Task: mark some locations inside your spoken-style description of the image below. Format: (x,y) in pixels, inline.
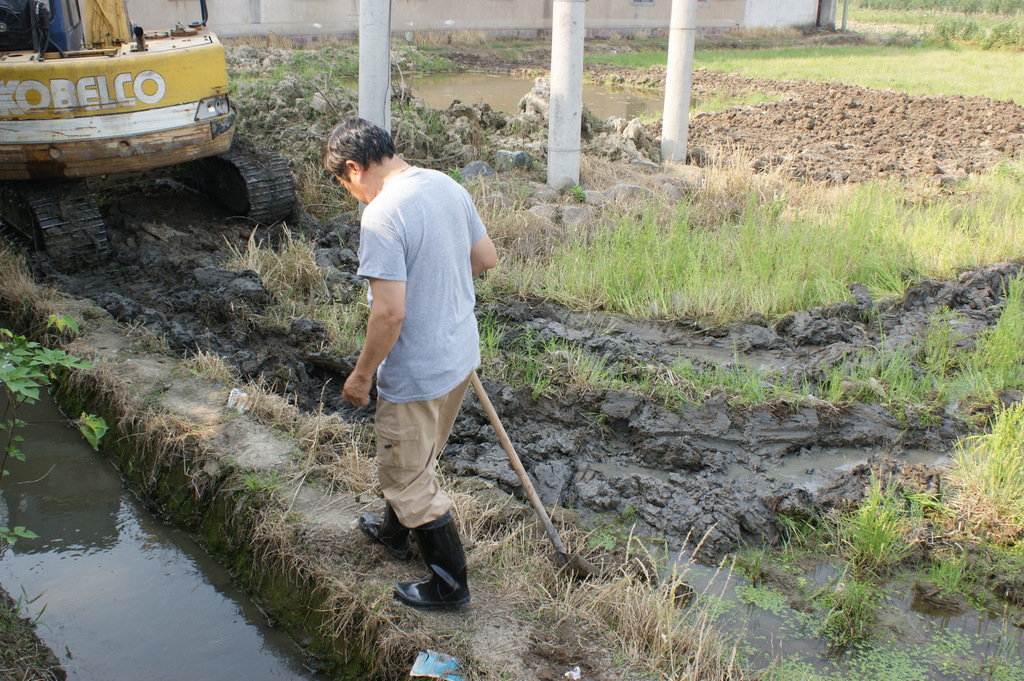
In this picture we can see a man (430,350) holding a stick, wearing black boots (454,572) and walking on a narrow path (264,448) with mud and grass (601,421) on the right side (697,491) and water (6,496) and leaves (59,354) on the left side (109,580). In the background (110,62), we can see the machines (61,146), poles (382,120) and muddy water (630,115).
